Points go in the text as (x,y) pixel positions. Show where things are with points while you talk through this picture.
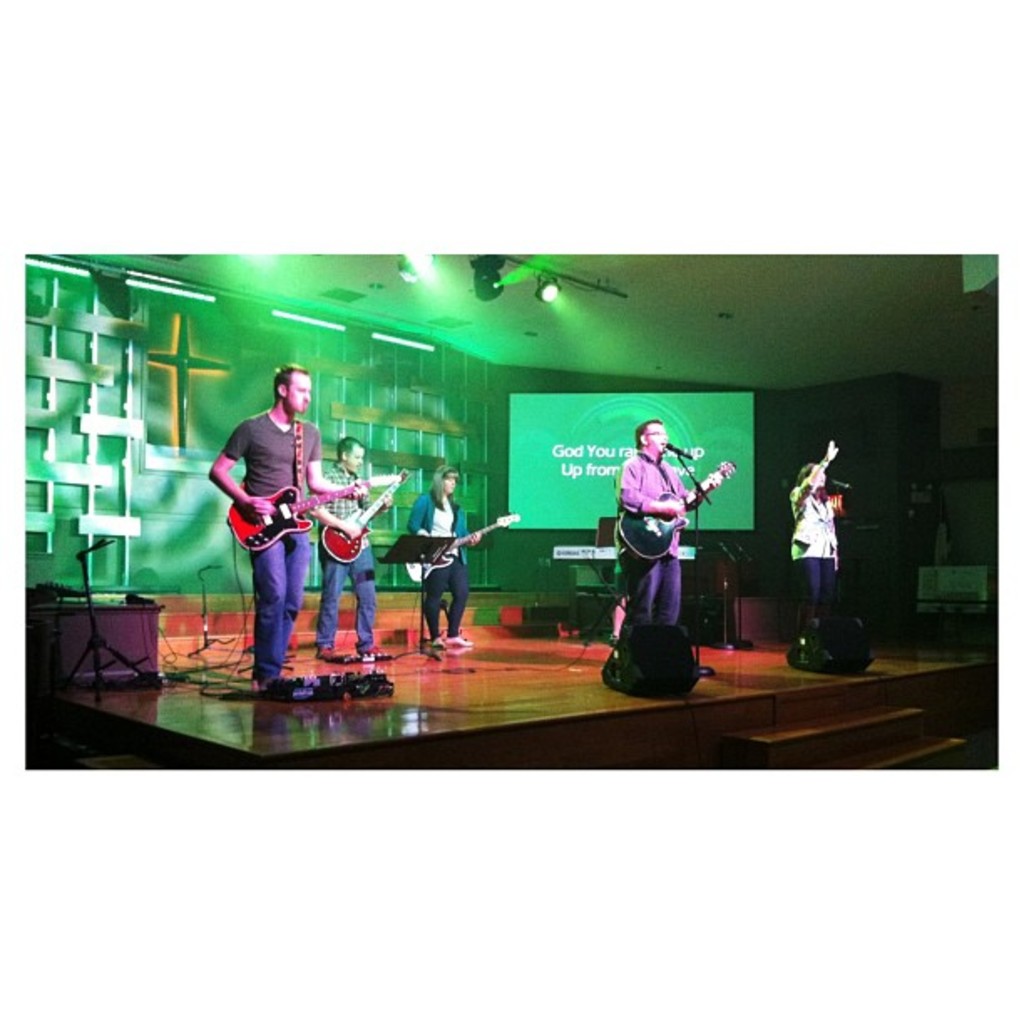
In this image i can see few persons (629,469) standing on stage (567,670) and playing some musical instruments (654,506) at the back ground (519,448) i can see a wall (379,395) a screen (539,413), at the top (418,275) there is a light (429,265).
